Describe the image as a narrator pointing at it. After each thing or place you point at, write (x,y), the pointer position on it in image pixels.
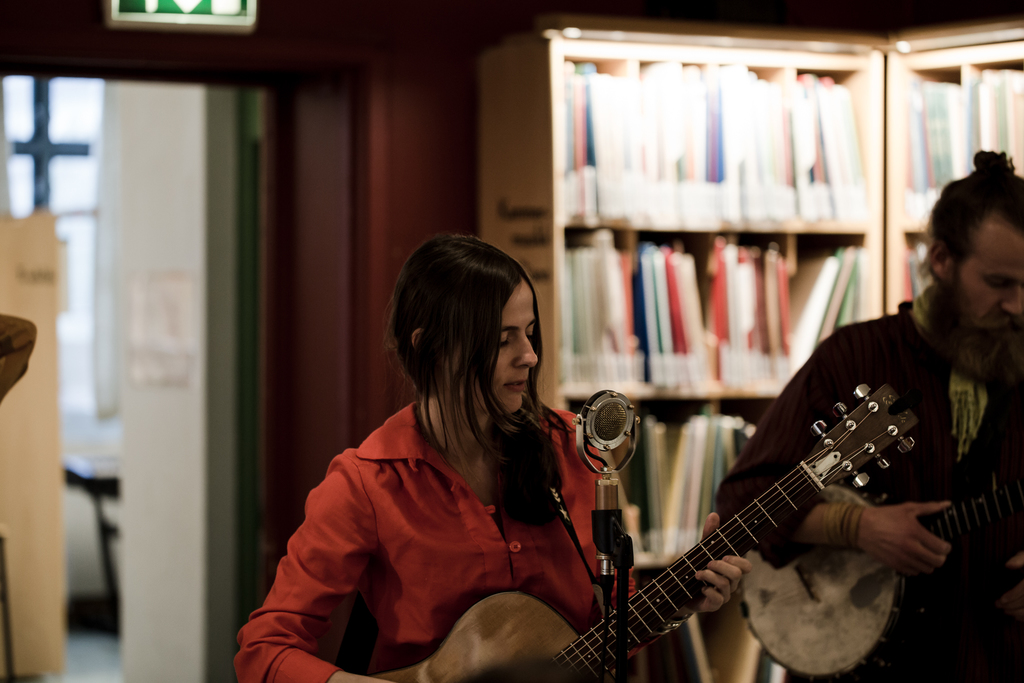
In the image there is a lady (456,488) and a man (1023,469) playing guitar (475,632) and banjo (839,652) in front of mic (584,458), the place seems to be inside a library (368,179).
